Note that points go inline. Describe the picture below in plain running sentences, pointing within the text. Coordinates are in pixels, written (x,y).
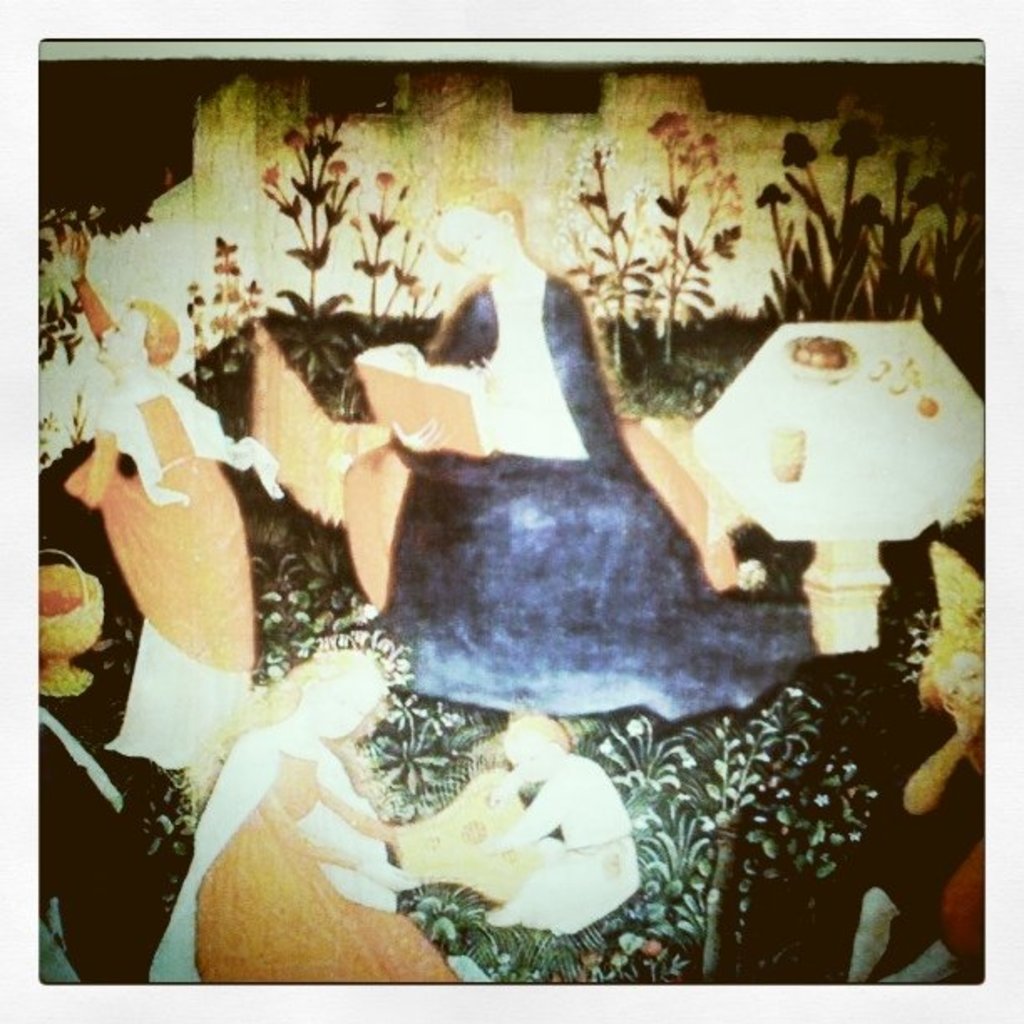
This is a painting. In the painting there are few people (203,509), plants (824,320), table (834,417), sofa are there. Here a lady (504,288) holding a book (436,399) is reading something.
